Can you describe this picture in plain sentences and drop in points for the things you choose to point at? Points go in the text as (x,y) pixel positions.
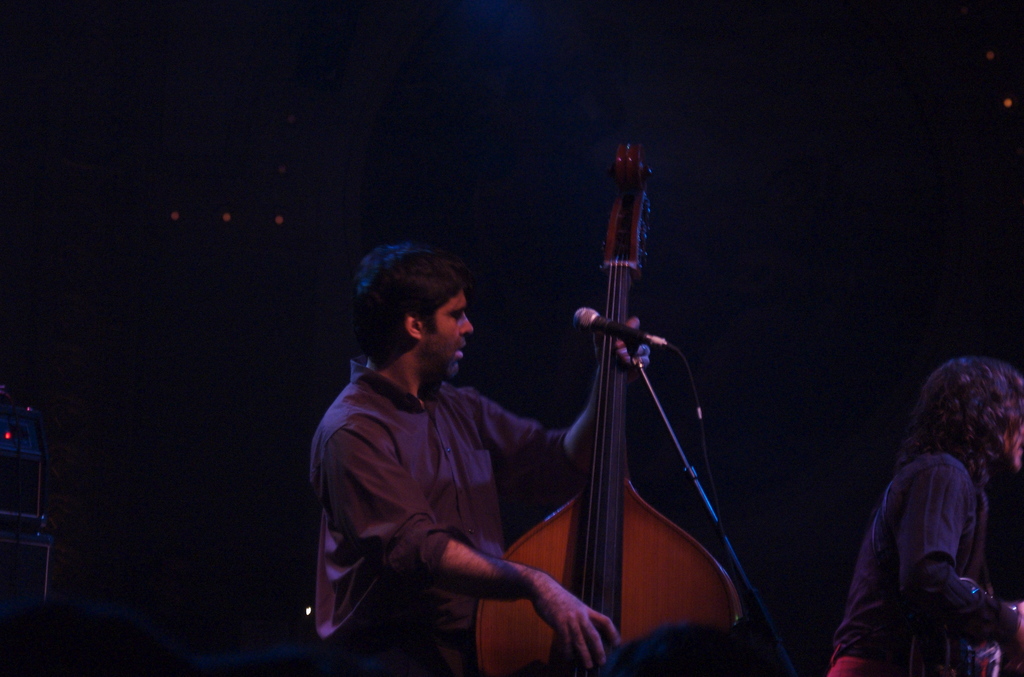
In this image, In the middle (355,449) there is a man (371,407) he is standing and holding a music instrument (644,568) which is in yellow color, There is a microphone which is in black color, In the right side (919,642) there is a woman (920,508) she is standing and she is holding some object (955,614).
